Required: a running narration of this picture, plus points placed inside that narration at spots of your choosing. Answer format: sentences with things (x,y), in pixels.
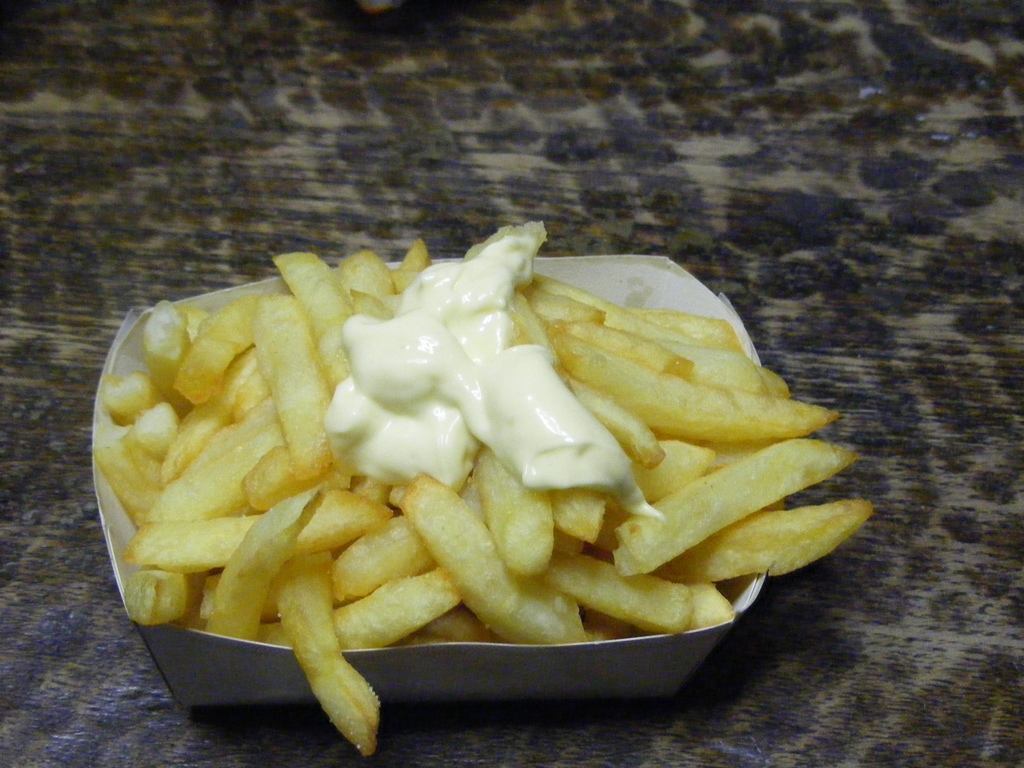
In this image we can some food items (412,451) in the box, which is on the surface (642,218).
